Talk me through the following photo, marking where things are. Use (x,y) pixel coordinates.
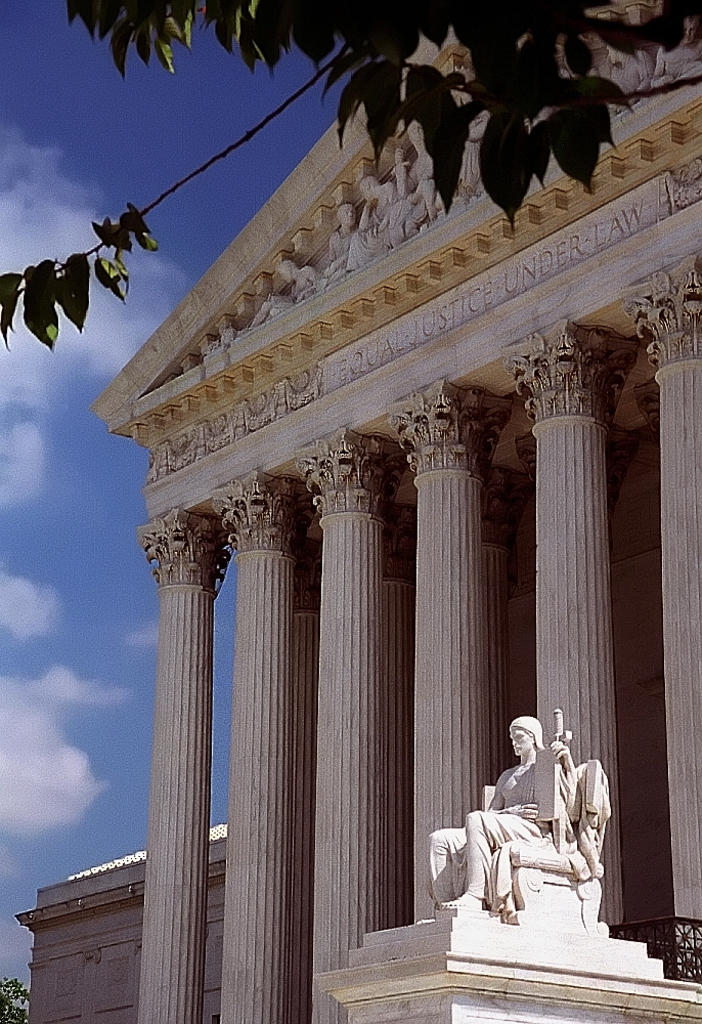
In this image we can see a building (470,784) and there is a sculpture (602,924) in front of the building (618,924) and we can see some leaves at the top of the picture (461,6). We can see there is a tree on the left side (16,327) and we can see the sky (58,687) with clouds (11,372).
